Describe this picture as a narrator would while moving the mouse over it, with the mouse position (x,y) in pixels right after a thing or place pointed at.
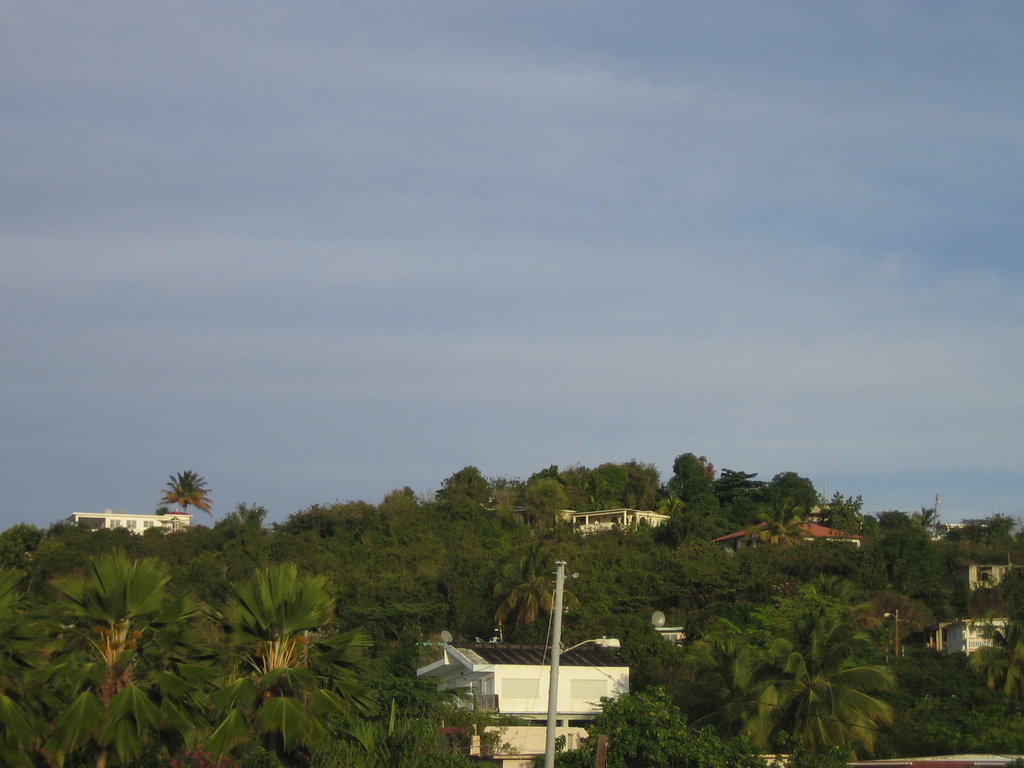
In this image we can see a clear sky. We can see a few houses (580,659), street light (607,645) in the image.
